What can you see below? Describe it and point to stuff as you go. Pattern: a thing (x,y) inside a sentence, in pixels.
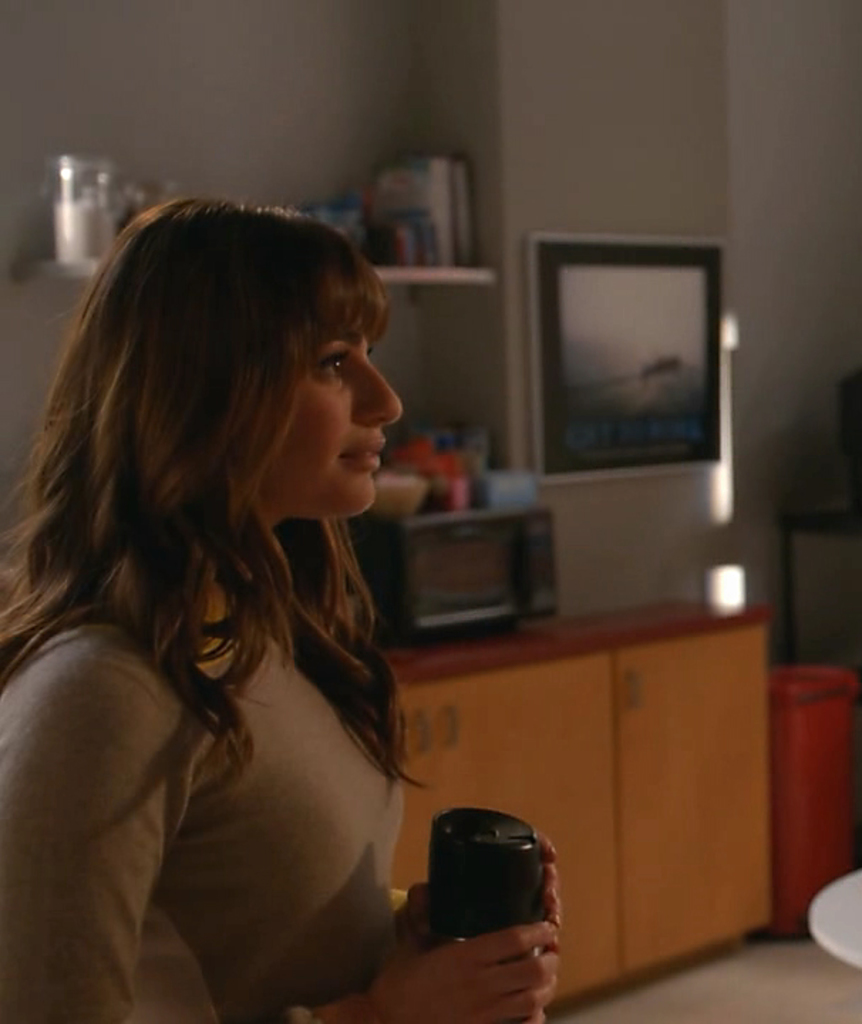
In this image in the foreground (304,604) there is one woman (316,626) who is holding a bottle (507,844), and in the background (488,772) there is a cupboard (521,683), oven (528,547), photo frame (536,334), jars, bowls (411,511), wall (509,361). And on the right side of the image (793,714) there is a table (836,894), and an orange color object (815,831). At the bottom (732,990) there is floor (729,977).
